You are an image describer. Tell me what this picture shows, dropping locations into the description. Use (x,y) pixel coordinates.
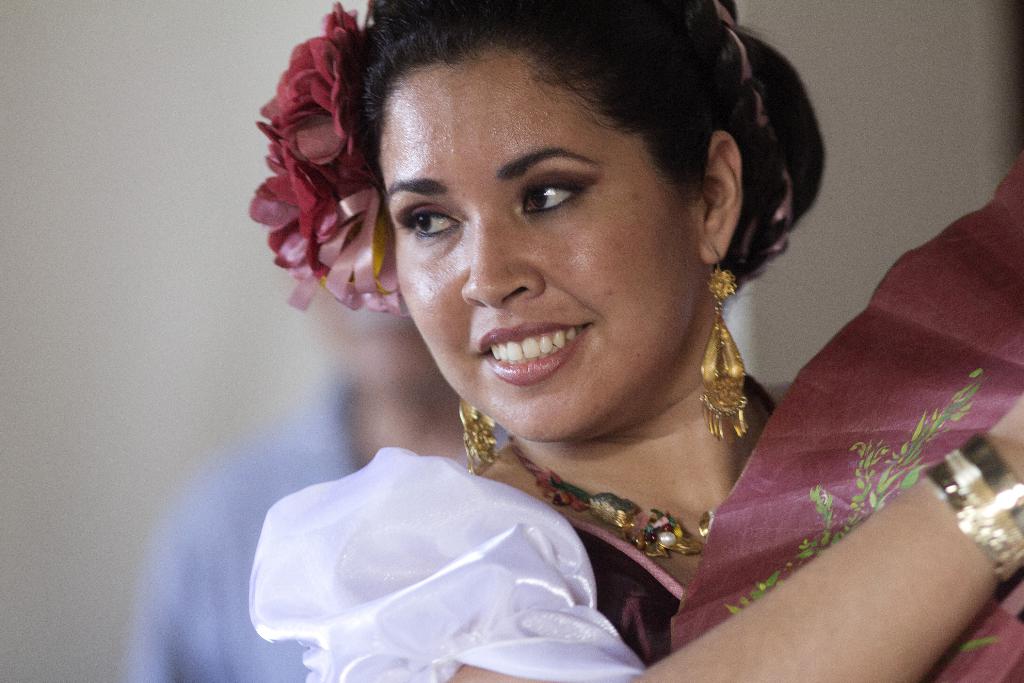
This is a zoomed in picture. In the foreground (517,475) there is a person (500,373) wearing jewelry (489,435), smiling and holding some object (966,297). The background of the image (114,61) is blurry. In the background (118,546) we can see a person (288,417) and the wall (122,194).
